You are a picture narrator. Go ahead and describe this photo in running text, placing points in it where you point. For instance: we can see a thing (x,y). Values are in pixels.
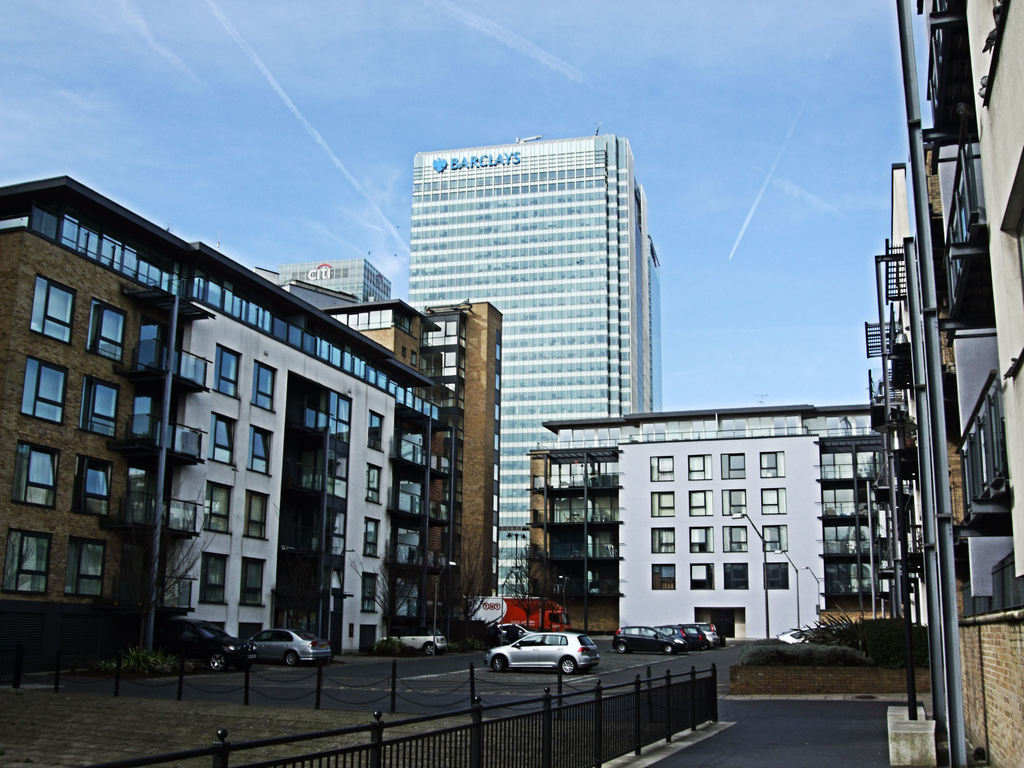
In this picture we can see vehicles (491,606) on the road (335,674), poles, fence (319,674), trees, buildings (510,452) with windows (819,416), street light poles (766,564), plants (853,627) and in the background (149,132) we can see the sky (452,140).
